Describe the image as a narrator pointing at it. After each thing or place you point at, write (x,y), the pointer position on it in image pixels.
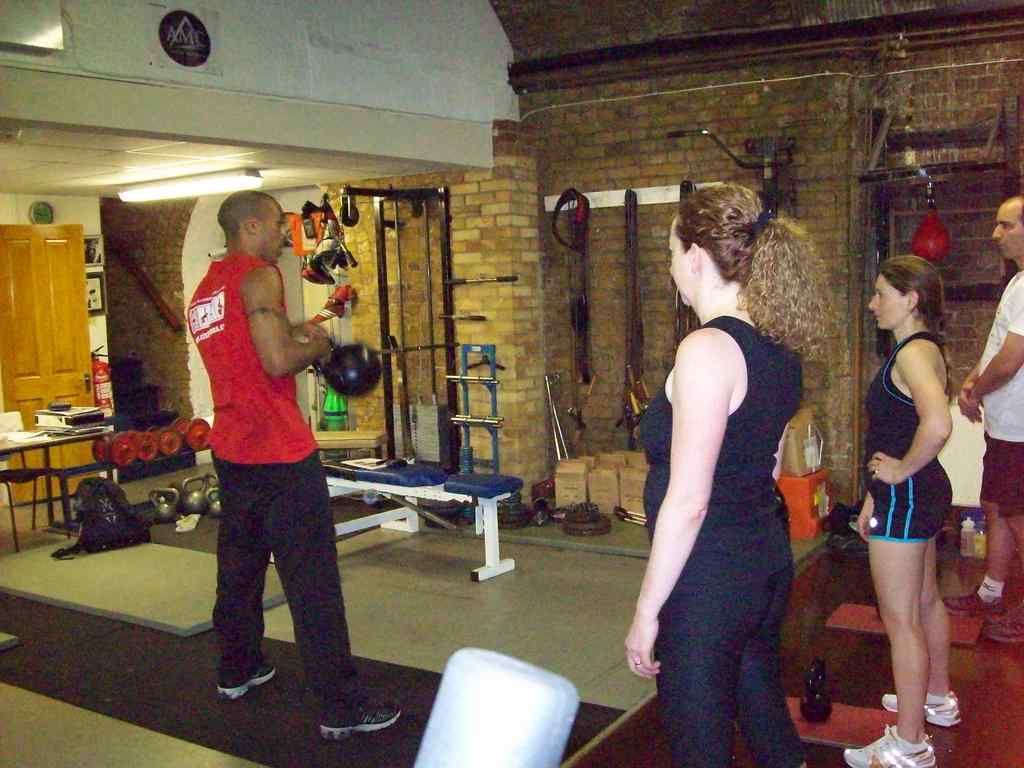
This picture might be taken in a gym (974,337), in this picture there are some people (930,367) and in the background (418,373) there are some gym instruments (452,447), tables (47,444), wall (329,288), and door (23,327) and in the center (567,462) there are some boxes (600,487). At the bottom (570,610) there is a floor (612,636) and on the top (145,187) there is ceiling (145,160) and lights (170,185).
